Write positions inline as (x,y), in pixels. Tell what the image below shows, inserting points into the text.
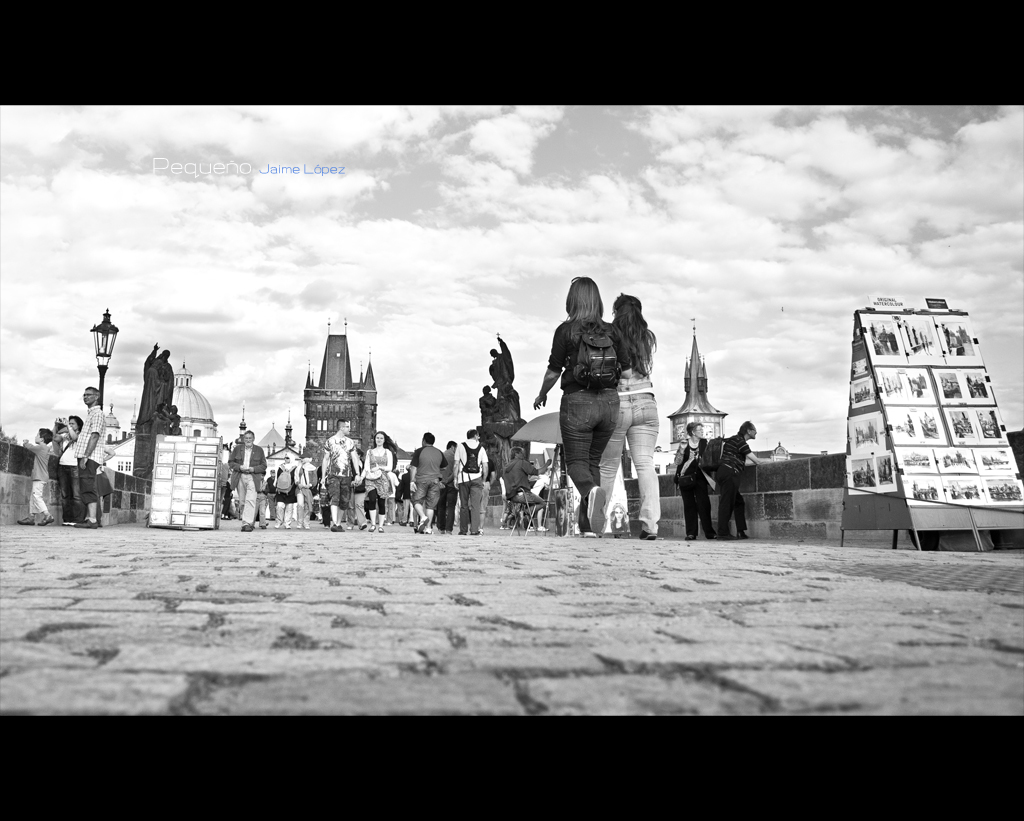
This is a black and white image. In the image we can see there are people (443,482) walking and some of them are standing, wearing clothes (348,460) and some people (553,379) are hanging a bag (605,372) on their back (572,366). Here we can see this is a footpath (530,647), posters (934,417), building (373,402), light pole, wall (786,484) and a cloudy sky (592,252). At the left top (262,172) we can see watermark (288,167).
